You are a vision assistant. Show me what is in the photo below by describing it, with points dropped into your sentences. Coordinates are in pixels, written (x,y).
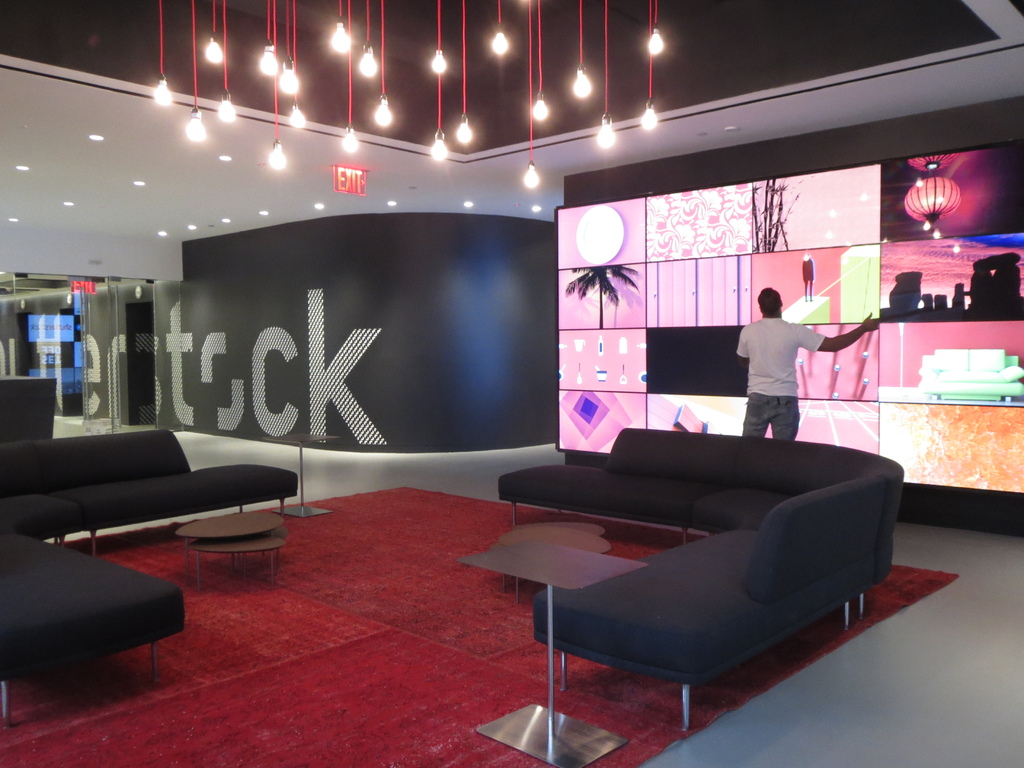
Here we can see that a sofa (752,467) on the floor (523,683), and at above here are lights (372,63), and here a person (758,340) is standing, and here is the projector screen (684,271).
